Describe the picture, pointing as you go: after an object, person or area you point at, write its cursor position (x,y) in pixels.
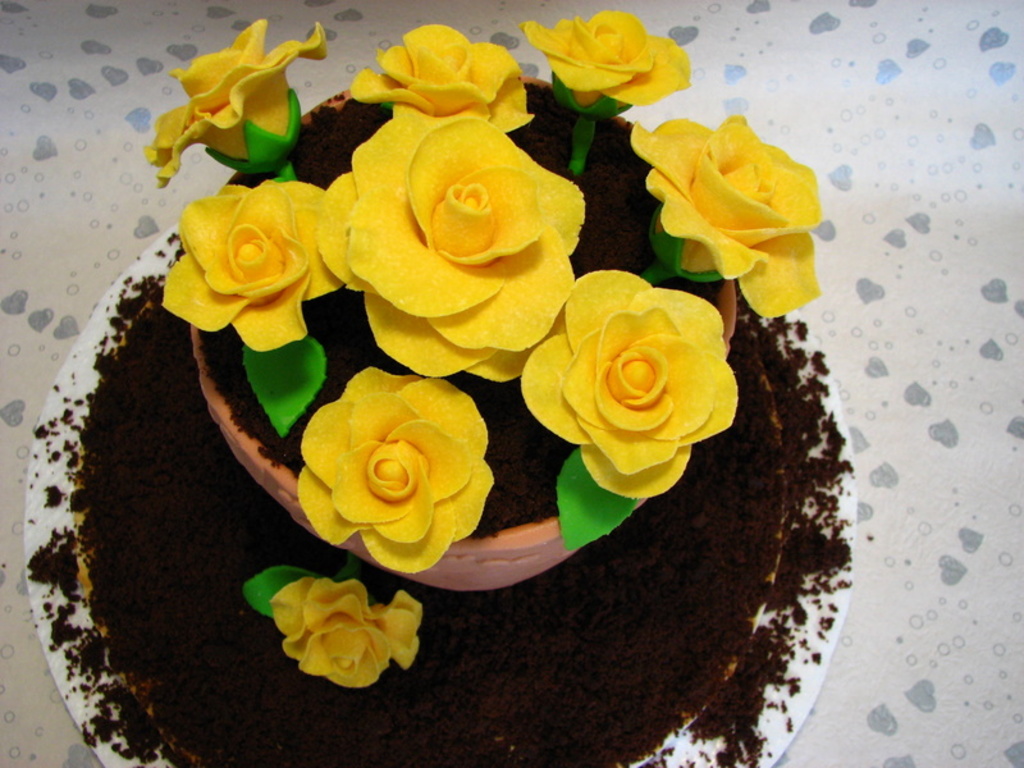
In this image we can see a white plate (789,675) on a surface (968,354). On the plate (803,673) there is soil (586,636), flower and a pot (509,563) with flowers (398,239).
